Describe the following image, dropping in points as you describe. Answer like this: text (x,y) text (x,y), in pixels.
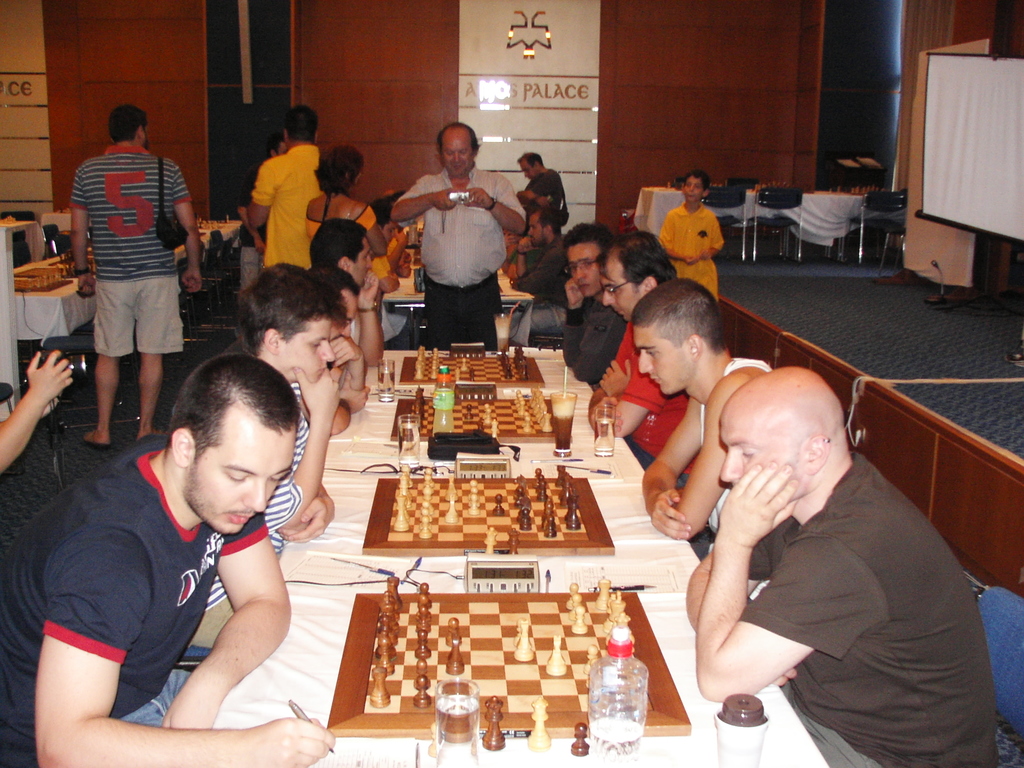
It is a room (514,558) there is a big table (543,363) on which chess boards (487,377) are placed, there are couple of people (705,501) sitting on the either side straight away to the table (443,350) a person (468,289) is standing and clicking the photographs behind him there are also other people (549,221) playing chess in the background (516,82) there is a wooden wall (694,96) and room name (559,85).
